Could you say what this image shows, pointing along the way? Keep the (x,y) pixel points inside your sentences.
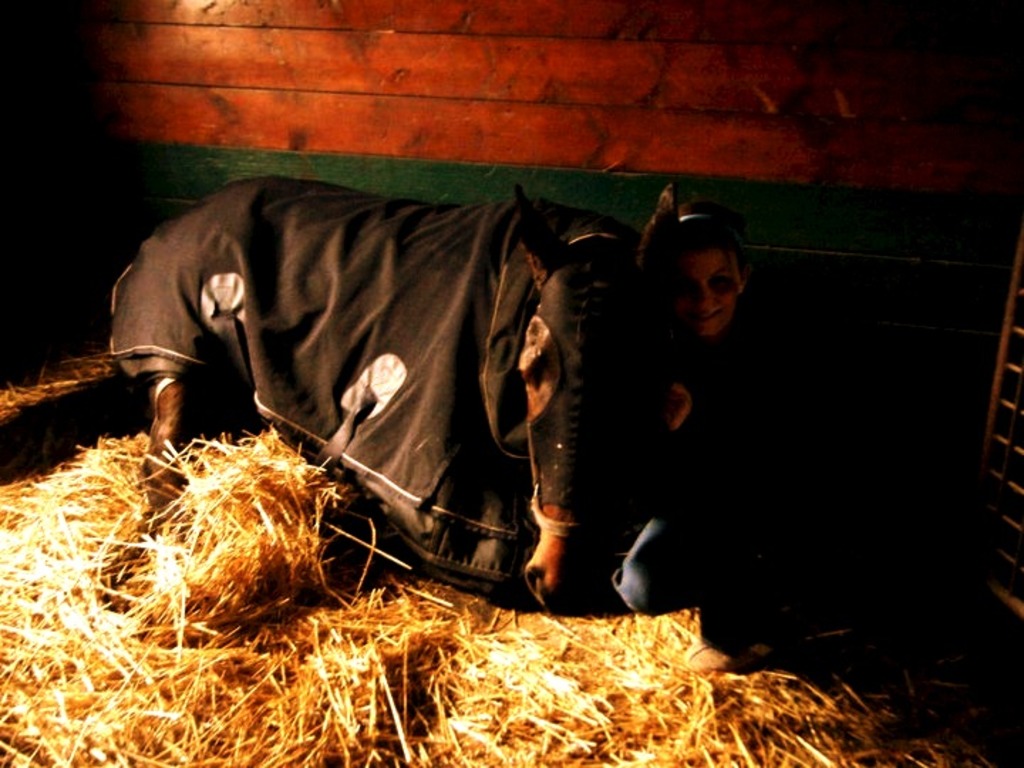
The picture is taken inside a stable (19,154), a horse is laying on the straw (416,590) there is a woman (681,339) beside the horse (606,448), in the background (433,126) there is a red color wall (364,79).
